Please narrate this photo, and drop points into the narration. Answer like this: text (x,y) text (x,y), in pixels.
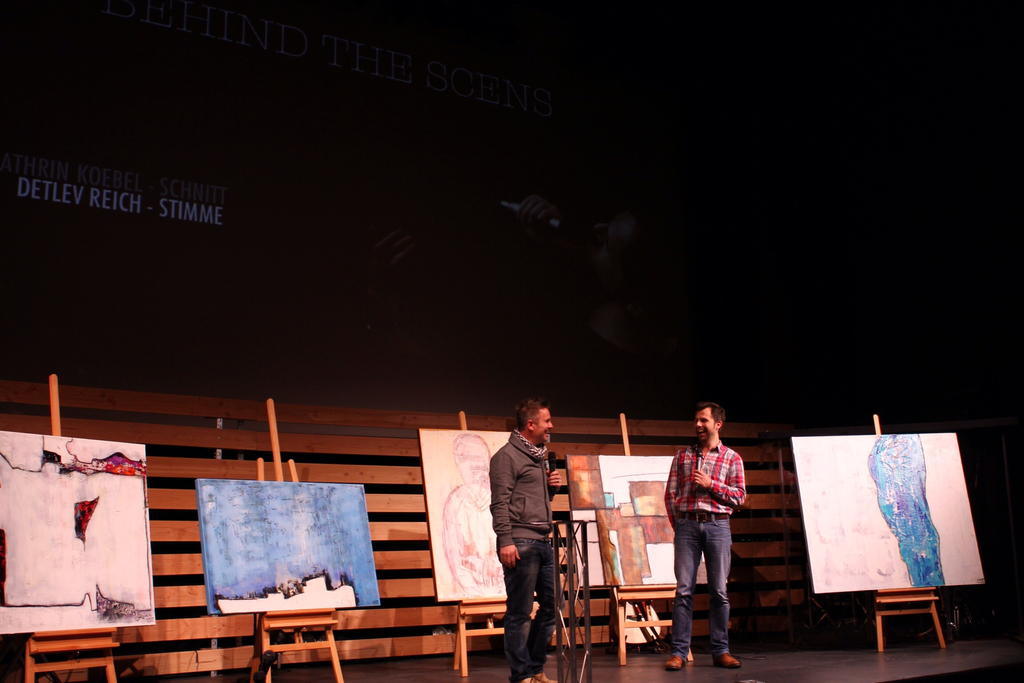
In the center of the image (514,430) there are two persons (529,462) holding a mic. There are drawing boards (818,513) on the stands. In the background of the image (385,343) there is banner (546,249) with some text (39,172) and depiction (626,250) of a person (600,240) on it.
